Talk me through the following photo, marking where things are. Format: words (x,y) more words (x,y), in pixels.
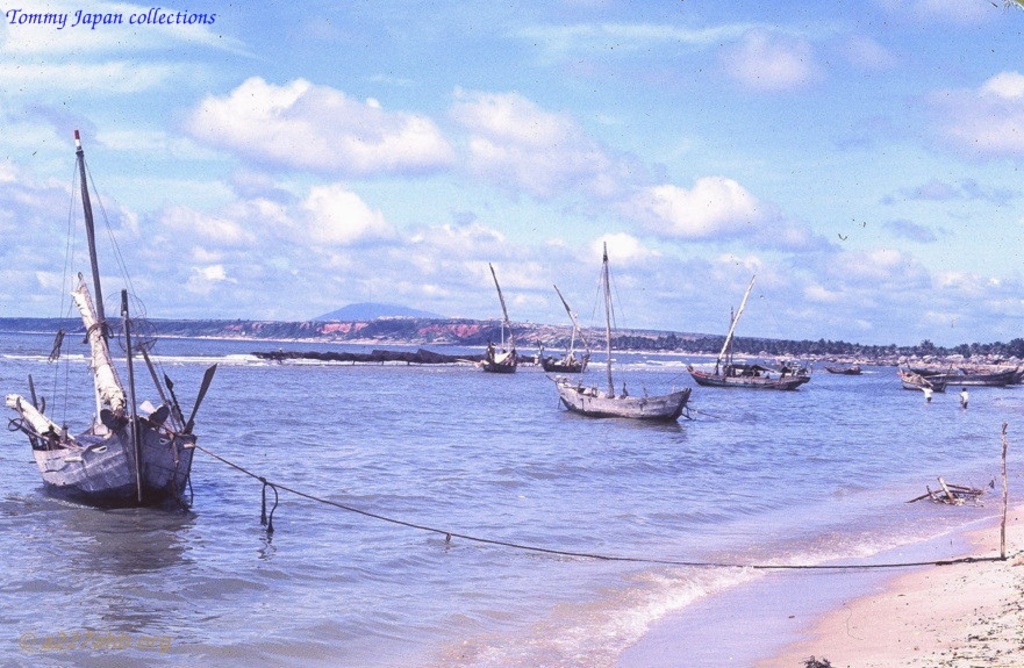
In the image we can see there are many boats (127,435) in the water (337,465), this is a rope (553,551), sand (969,622), water (529,493), mountain (369,315) and a cloudy sky (351,134). We can see there are even people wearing clothes (966,404), this is a watermark (90,22).
